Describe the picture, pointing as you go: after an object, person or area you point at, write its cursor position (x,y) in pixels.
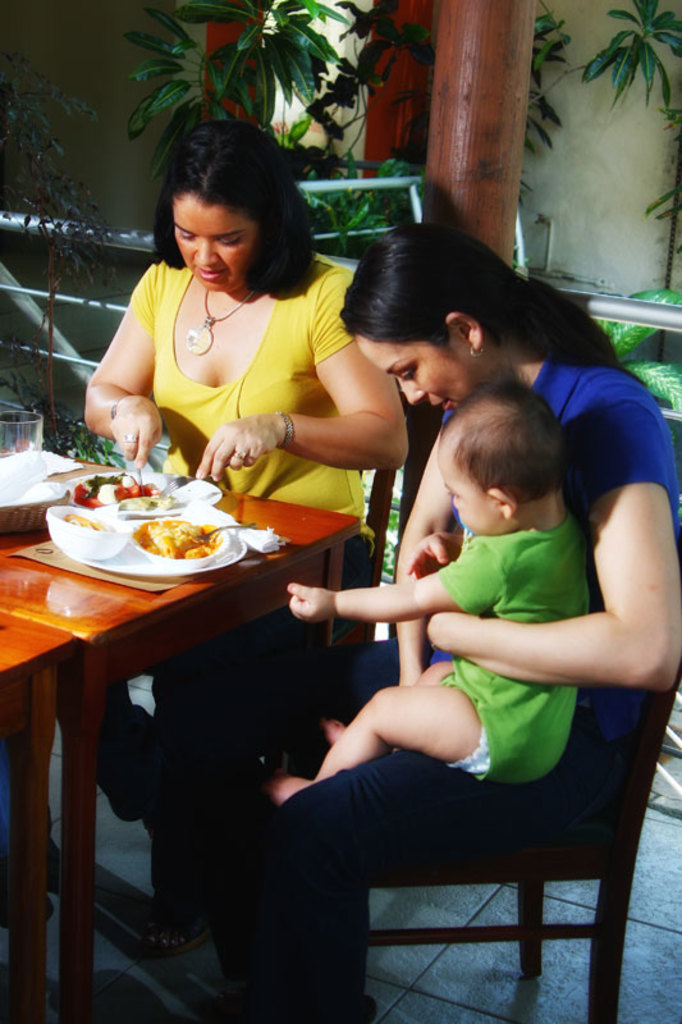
On the background (559,162) we can see wall (568,111), pillar (452,155) and plants (307,83). We can see two women (431,366) sitting on chairs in front of a table (338,526) and on the table (291,540) we can see plates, plate of food (192,517), glasses (20,436), tissue papers (75,464). We can see this woman (572,484) is holding a baby (530,480) with her hands (473,635) and a baby (509,680) is in her lap (461,774). This is a floor (502,985).
